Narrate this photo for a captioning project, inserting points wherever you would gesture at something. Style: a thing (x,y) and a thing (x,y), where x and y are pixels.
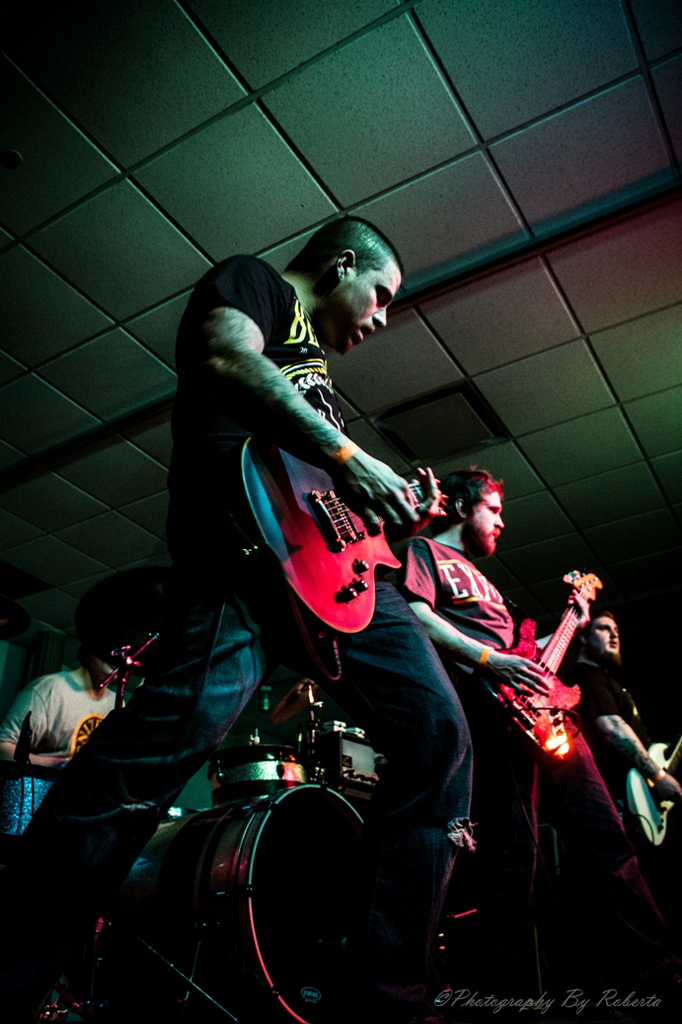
In this image there are 4 persons (237,428), 3 persons (236,410) standing and playing guitar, another man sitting and playing the drums (271,780) at the back ground (283,228) there is a ceiling (463,225).
